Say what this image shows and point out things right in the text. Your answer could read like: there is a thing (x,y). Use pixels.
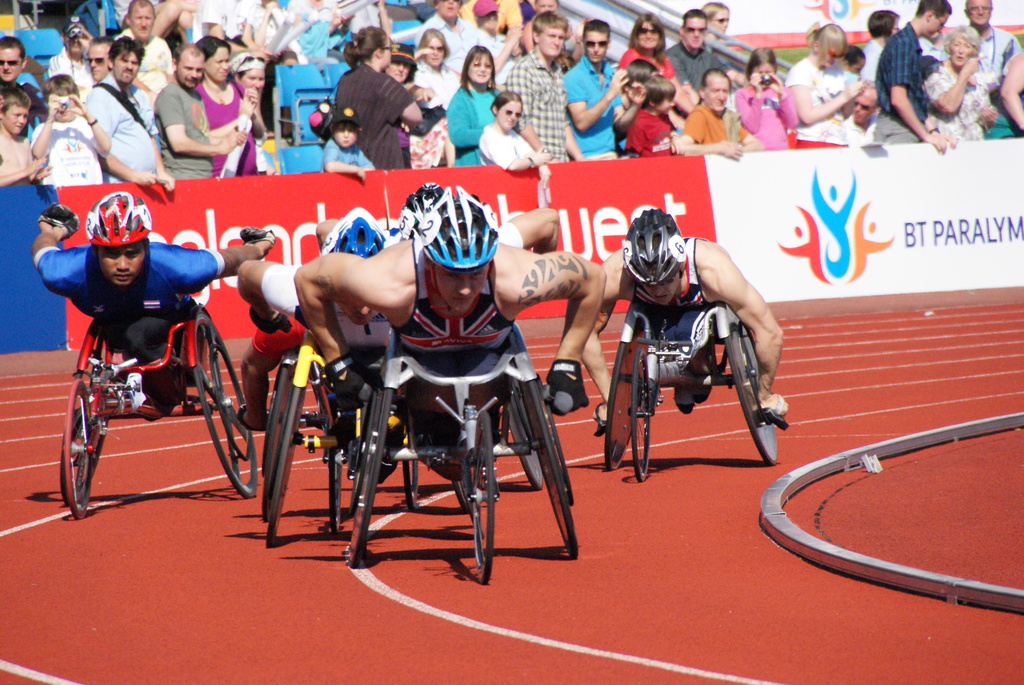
In this image we can see one stadium (782,239), one red carpet (780,470), one object (846,452) on the carpet (998,437), one object (1008,421) on the ground (927,505), some people (751,70) are sitting, some chairs (282,99), some people (957,74) are standing, some banners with text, some people (486,84) are holding some objects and some people (640,306) in the Wheelchair (377,385) racing.
